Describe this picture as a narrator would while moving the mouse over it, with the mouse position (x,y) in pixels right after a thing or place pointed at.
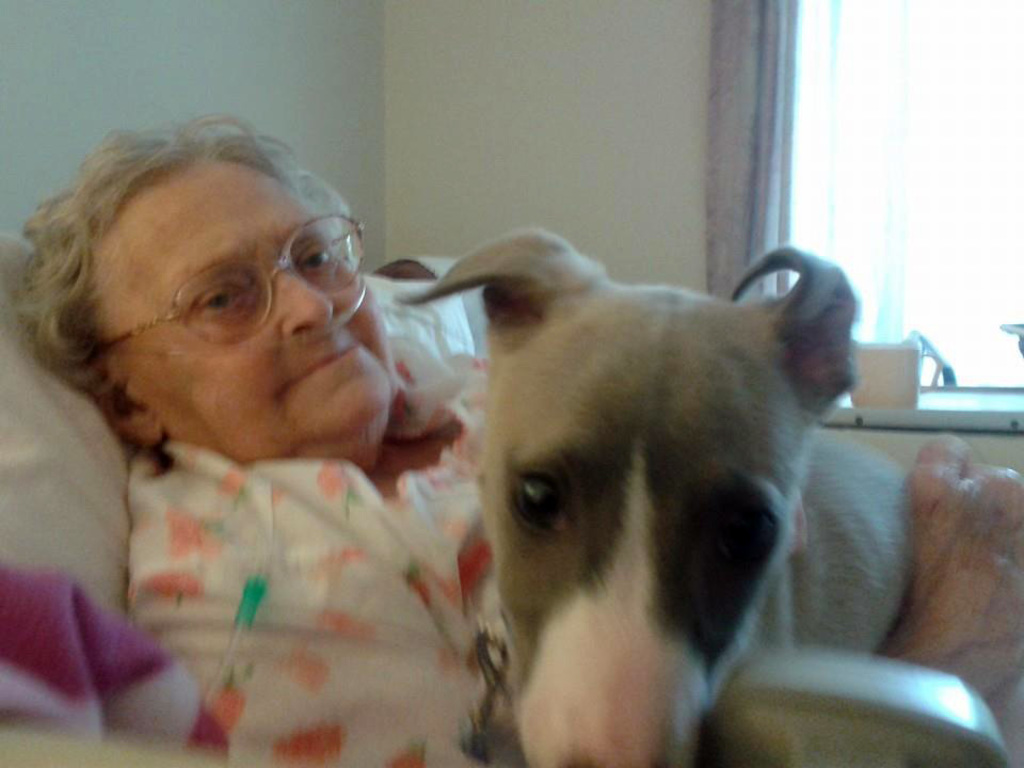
This picture shows a old woman (239,352) lying on the bed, wearing a spectacles (219,316) and a dog (595,560) on her. In the background (709,160), there is a window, curtain (745,135) and a wall (412,136) here.
